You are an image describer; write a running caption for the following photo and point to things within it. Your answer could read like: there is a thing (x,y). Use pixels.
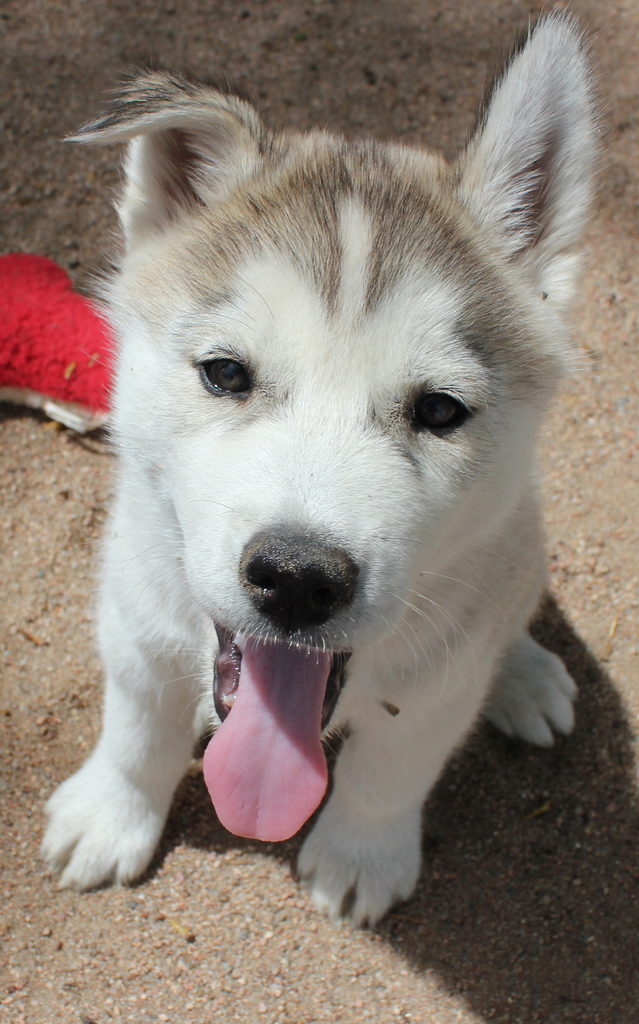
In the center of the image (339,671) a dog (374,596) is there. On the left side of the image (74,372) we can see an object (43,325). In the background of the image (25,511) we can see the ground (443,796).
